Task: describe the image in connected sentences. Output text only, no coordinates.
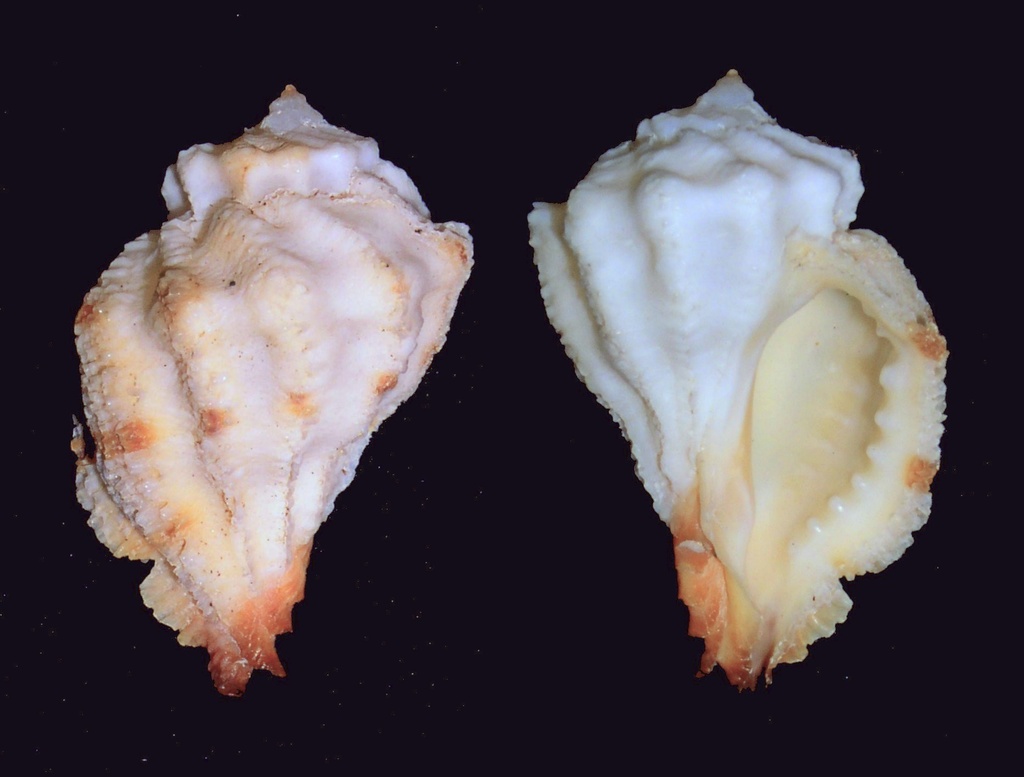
In the image we can see two seashells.
